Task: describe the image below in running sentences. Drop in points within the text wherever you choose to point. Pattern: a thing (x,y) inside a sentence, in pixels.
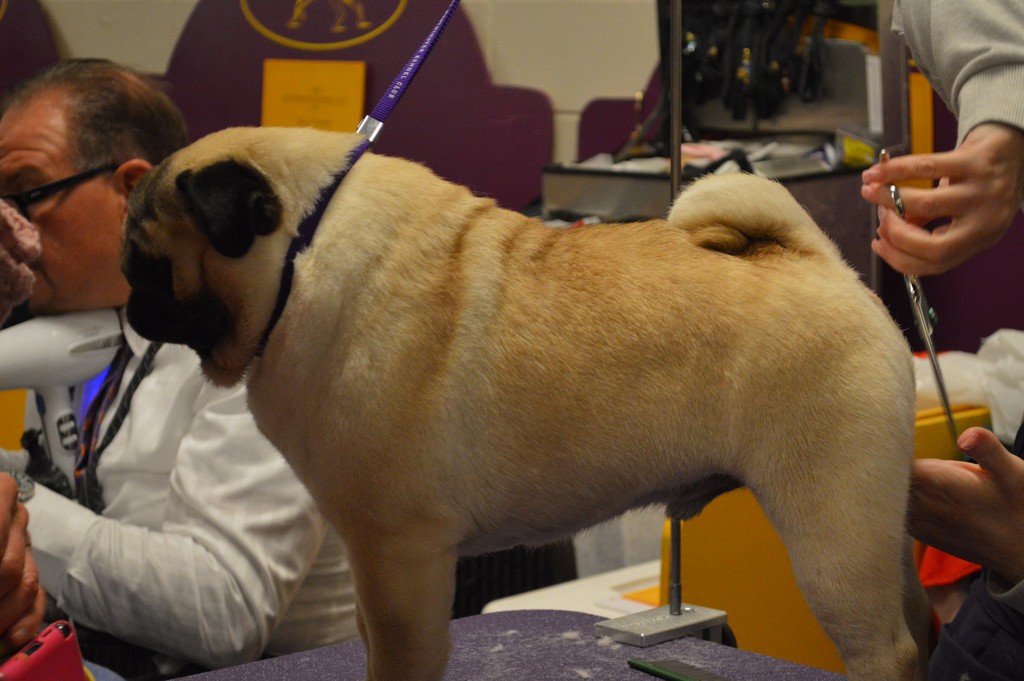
In this picture we can see a man (231,454) wore spectacle (60,177), tag (117,427) and here we can see dog (326,398) on table (627,648) with some chain (397,89) to it and in background (956,191) we can see some persons hand (950,208), wall (565,41), rod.
